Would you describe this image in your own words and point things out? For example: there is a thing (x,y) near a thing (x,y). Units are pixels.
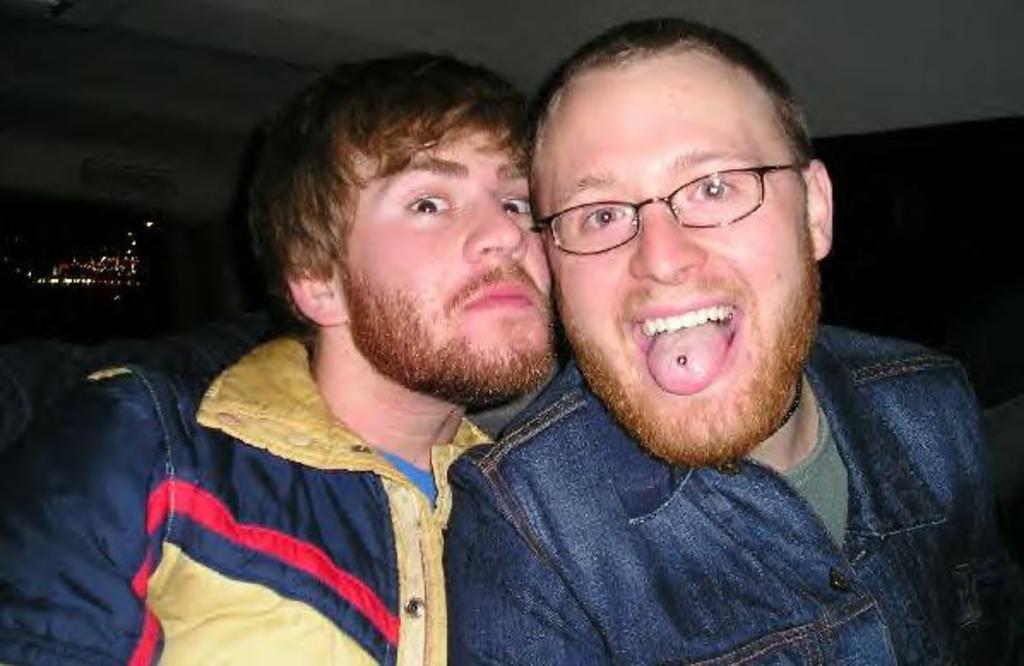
In the image there are two men (670,362) in jackets (147,630) sitting inside a car (966,33).
